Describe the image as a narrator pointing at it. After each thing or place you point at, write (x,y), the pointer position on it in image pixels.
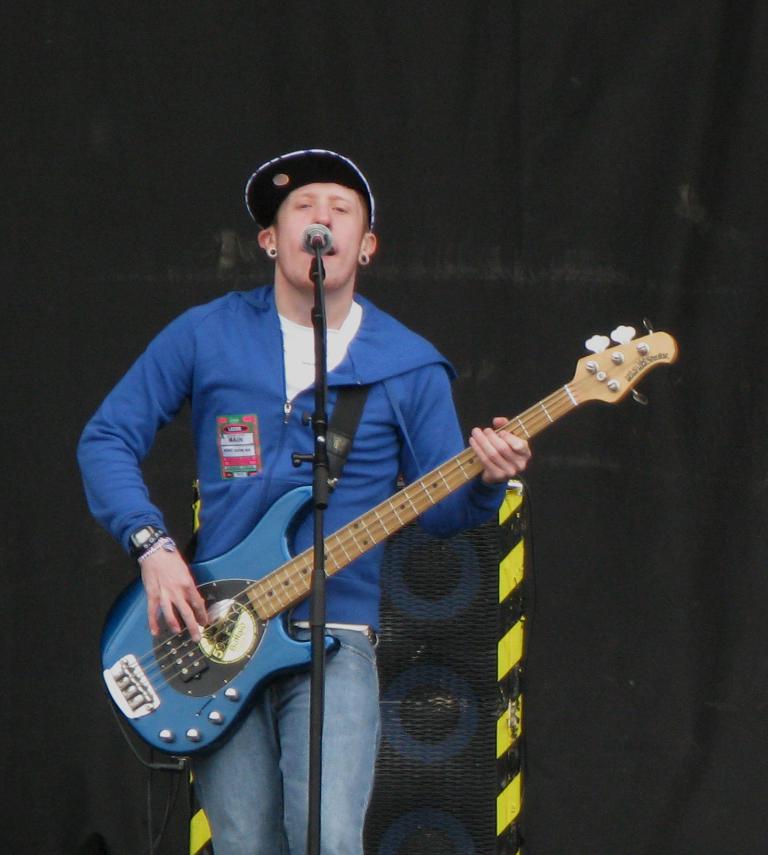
In this picture a blue shirt guy (280,299) is playing a guitar (262,523) with a mic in front of him. In the background (451,816) we observe a big speaker (462,696).
